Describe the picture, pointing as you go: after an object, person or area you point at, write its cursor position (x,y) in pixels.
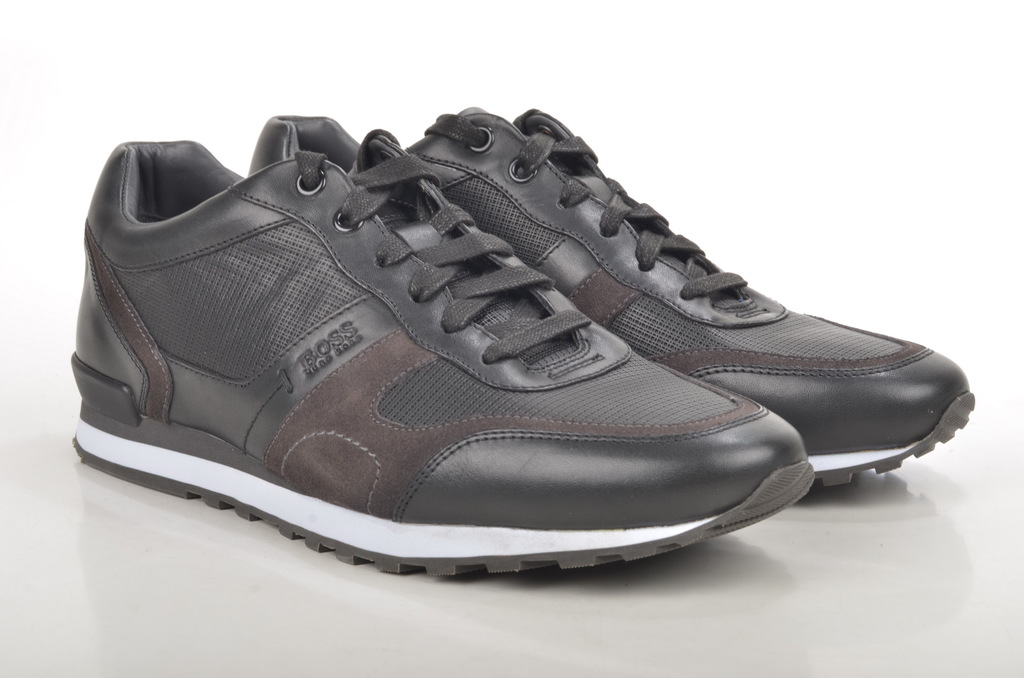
In this image there is a pair of shoes (476,315) kept on a white color floor (288,599) as we can see in middle of this image (529,289).
